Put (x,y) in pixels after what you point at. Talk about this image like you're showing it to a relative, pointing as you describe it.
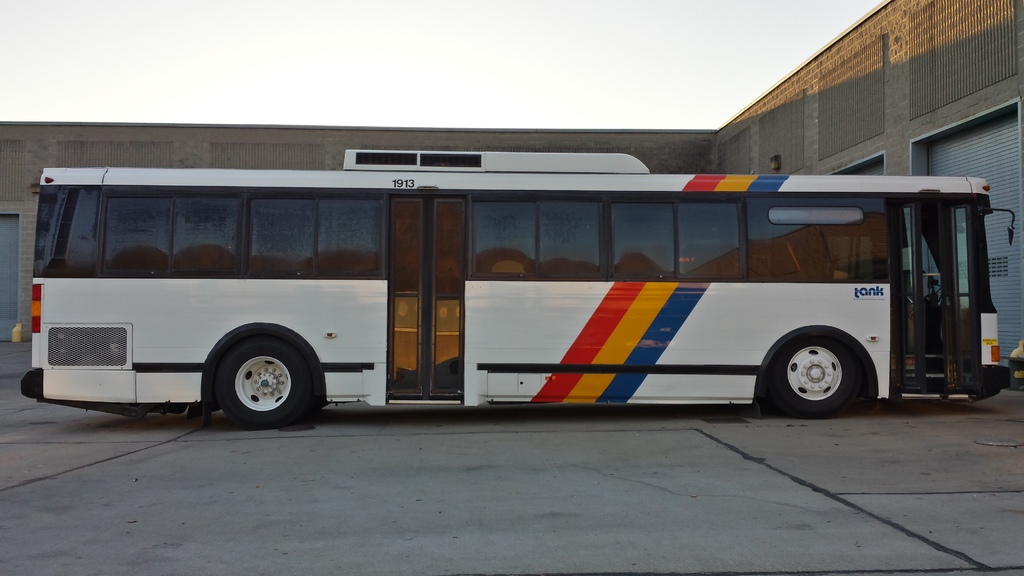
In this image there is a bus (474,383), in the background (34,204) there is a building (912,80).
